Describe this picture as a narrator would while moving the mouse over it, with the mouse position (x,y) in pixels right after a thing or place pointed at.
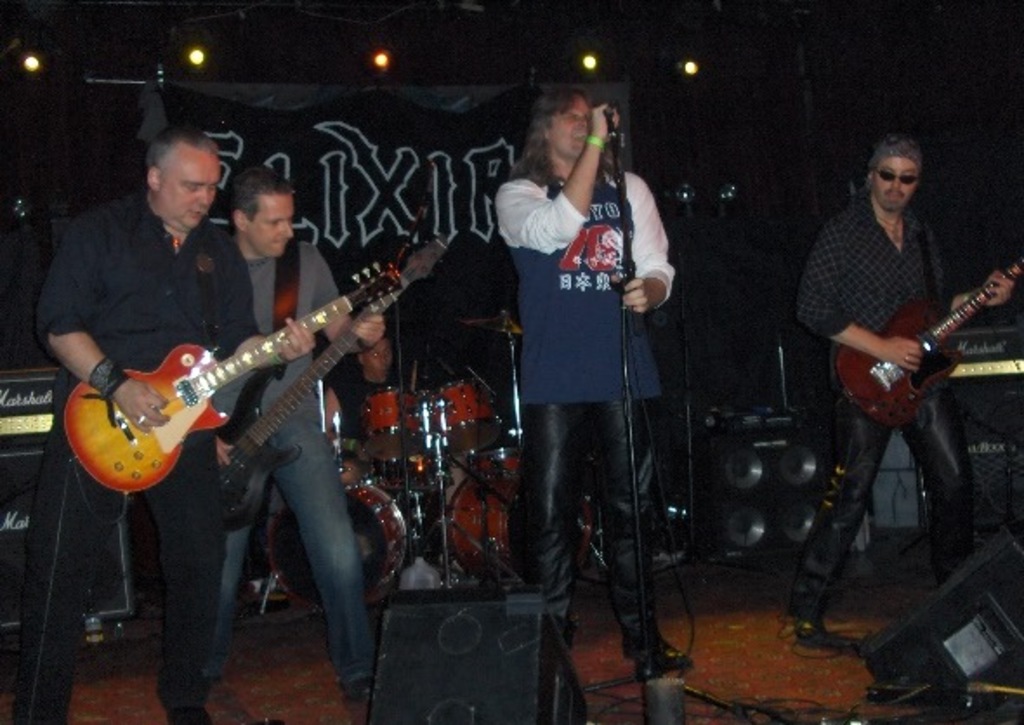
In this image, there are four person (586,149) standing and three playing guitar (347,343). Out of which one person (571,384) is standing and singing a song in front of the mike (628,426). In the middle (350,378) back one person (356,463) is sitting and playing musical instruments (416,413). The background (725,87) is dark in color. On the top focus lights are visible. On the stage (784,694) sound boxes (465,650) and speakers (963,634) are visible. This image is taken inside a stage (269,610) during night time.
